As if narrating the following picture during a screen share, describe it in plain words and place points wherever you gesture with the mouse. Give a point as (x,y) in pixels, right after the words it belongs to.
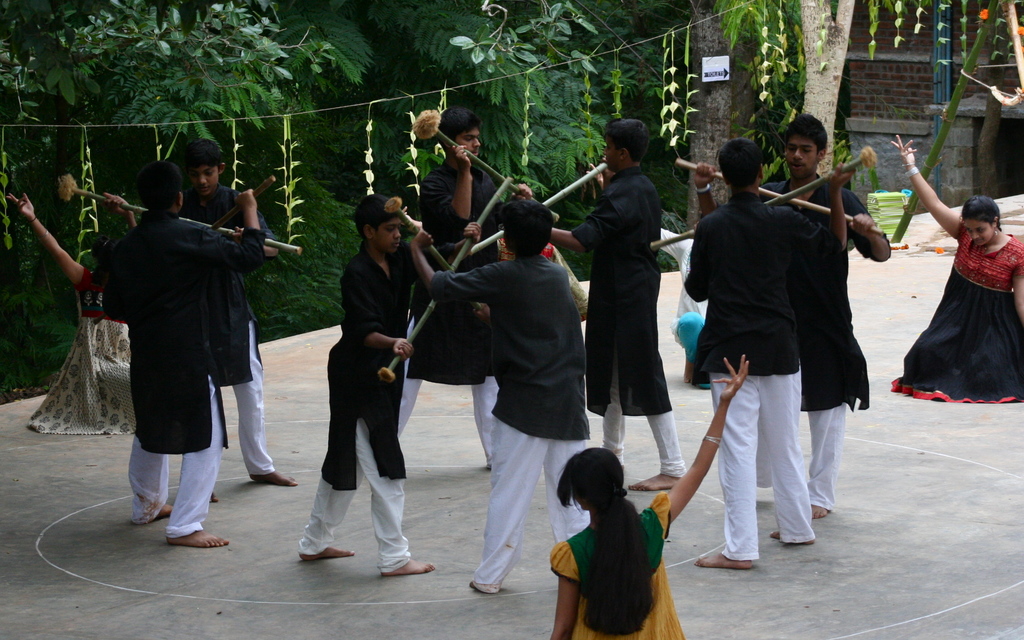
In this image we can see people (517,313) in black and white dress (596,361) holding bamboo sticks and standing on the ground (826,534). We can also see girls (637,534) dancing. In the background (352,101), we can see trees (584,67) and also building (931,72).
